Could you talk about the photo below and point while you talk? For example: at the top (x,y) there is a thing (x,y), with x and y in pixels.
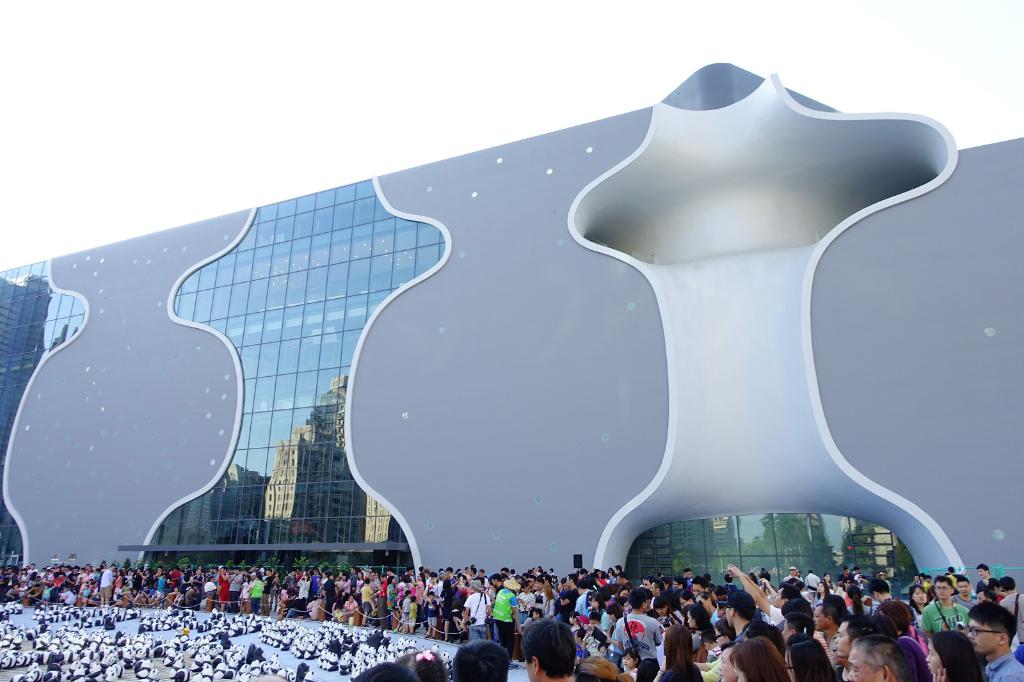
In this image we can see persons (559,631) standing on the floor (177,639), toy pandas (126,636), barrier poles (357,622), trees (230,562), building (640,326) and sky (454,146).
